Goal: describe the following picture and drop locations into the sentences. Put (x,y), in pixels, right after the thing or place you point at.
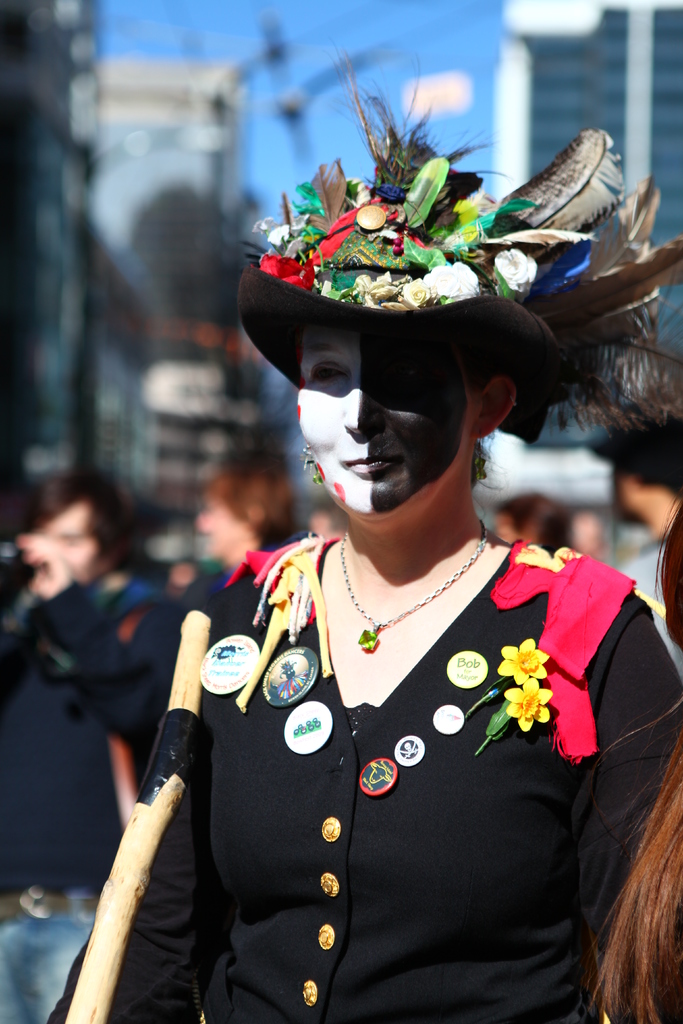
In the center of the image (454,671) we can see a lady (479,777) standing. She is wearing a black dress (305,789) and we can see a painting (443,462) on her face (392,445). In the background (93,569) there are people (21,615), buildings (162,312) and sky (371,65).
